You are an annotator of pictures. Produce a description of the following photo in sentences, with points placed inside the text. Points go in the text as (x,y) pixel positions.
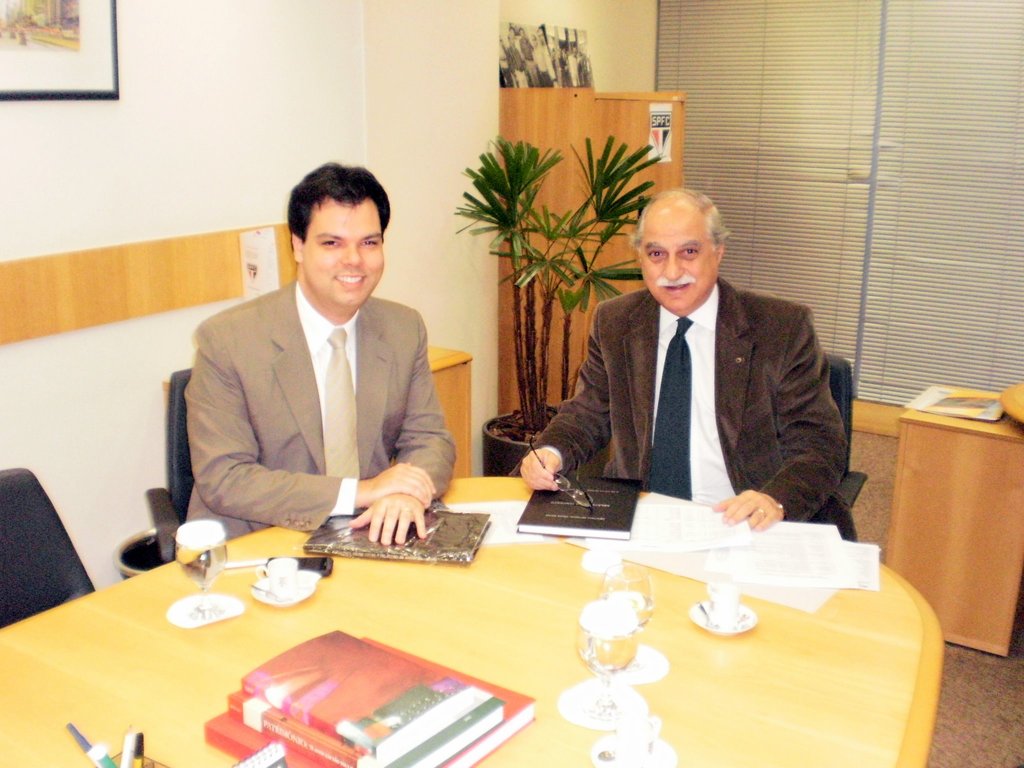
There is a person (340,316) in a suit (379,346) smiling, sitting on a chair (173,426) and placing both hands (385,517) on a book (455,517) which is on the table (396,640) on which, there are cups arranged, there are cups (283,567) on the saucers (659,743). Beside him, another person (653,209) who is holding a spectacle (570,487) and placing hand (547,477) on the table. In the background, there is a pot plant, there is a photo frame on the wall (289,102), there is a cupboard (672,124) and a curtain (817,51).
